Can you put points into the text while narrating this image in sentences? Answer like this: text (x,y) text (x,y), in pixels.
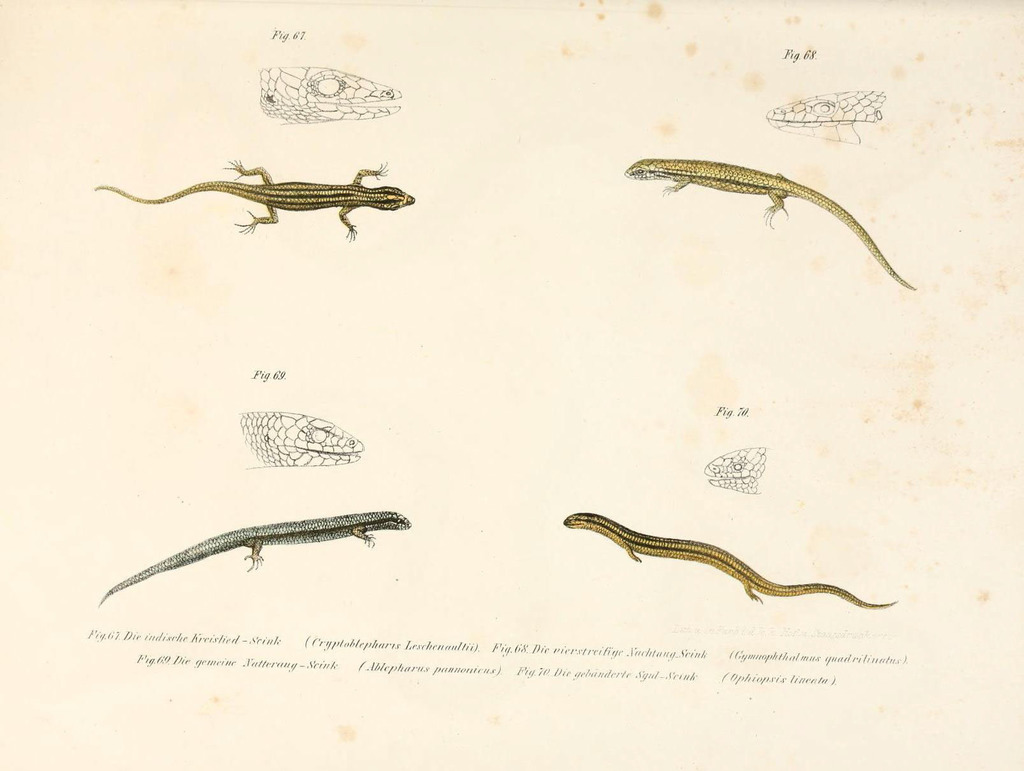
In this image we can see four different types of reptiles (299,528).
